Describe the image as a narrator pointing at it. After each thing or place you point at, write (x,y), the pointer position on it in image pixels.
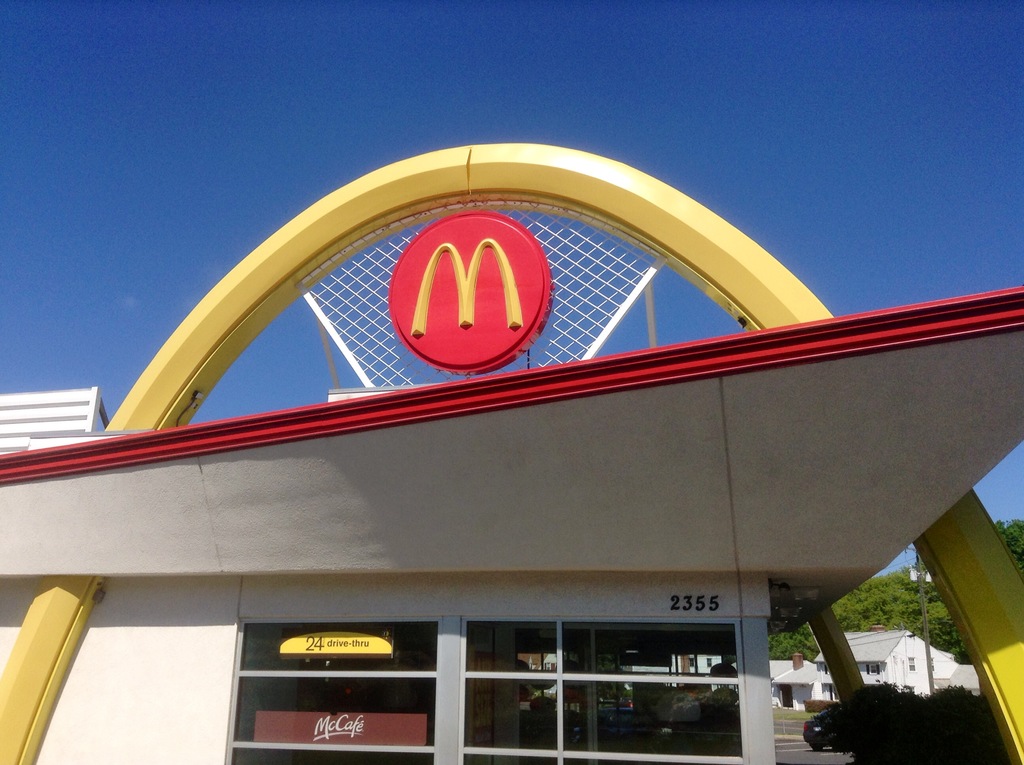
In this picture I can see a store (515,542), at the top (479,208) it looks like an architecture (399,196) and there is the sky (366,79). In the background (904,602) I can see the buildings (896,678) and the trees (875,578).
